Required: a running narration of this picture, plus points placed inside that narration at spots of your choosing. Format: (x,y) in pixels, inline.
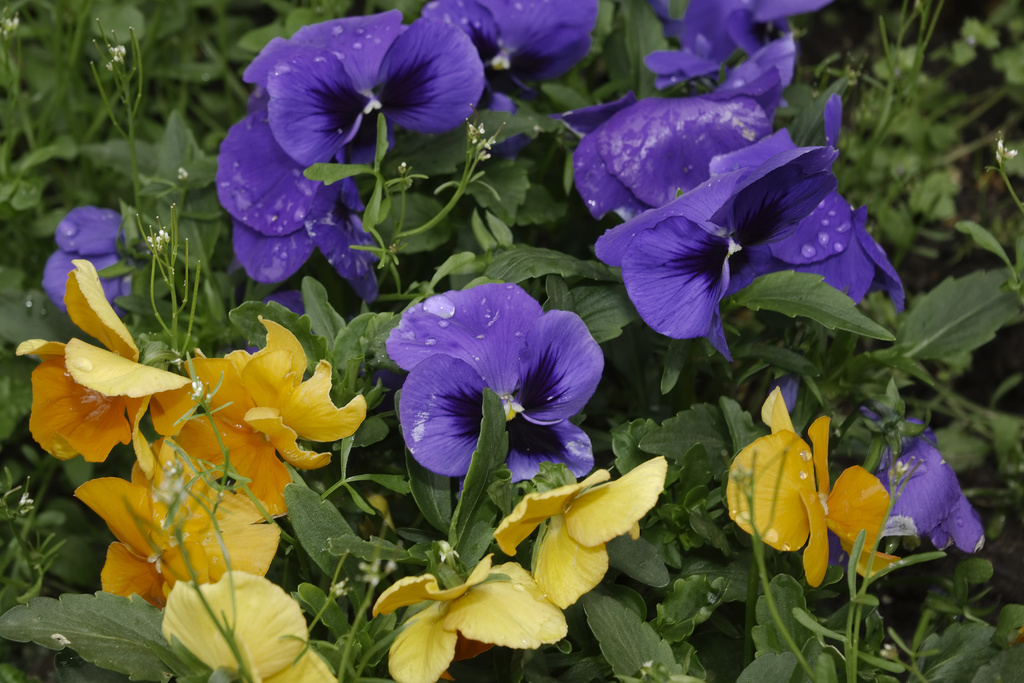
In this image there are plants (504,372). At the top (606,125) there are violet flowers (595,146) and at the bottom (195,559) there are yellow flowers (375,606).
